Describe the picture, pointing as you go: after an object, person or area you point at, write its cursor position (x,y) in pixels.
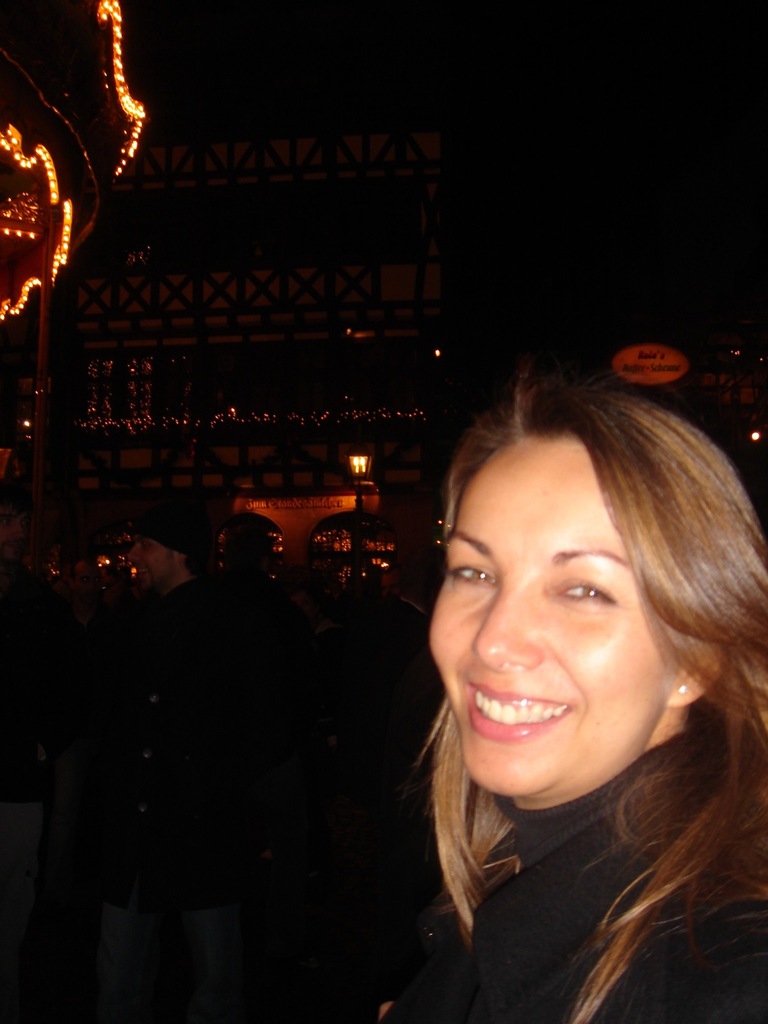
In this image in the front (613,680) there is a woman (618,705) smiling. In the background (185,617) there are persons (213,657) and there is a stand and on the top left (143,260) there are lights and on the right side (640,353) in the background (653,351) there is a board (656,356) with some text (657,363) written on it.
